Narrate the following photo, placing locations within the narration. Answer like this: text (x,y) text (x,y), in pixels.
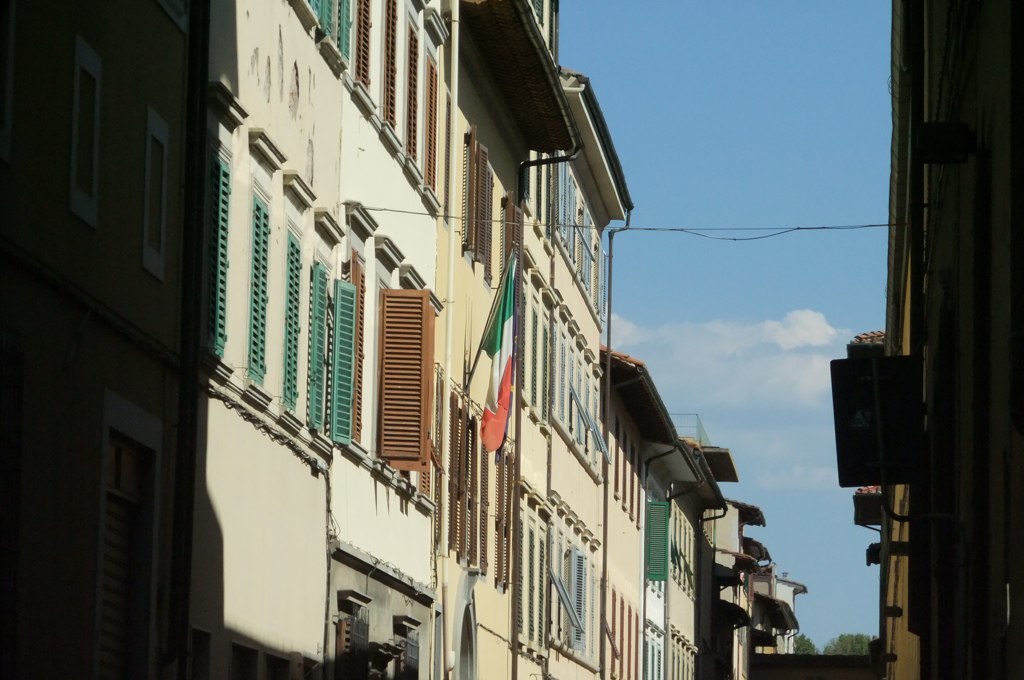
In this image we can see buildings (456,470) on both sides. On the buildings (378,439) there are windows (387,366). Also there is a flag (485,350) with a pole (477,361) on the building (453,364). In the background (665,279) there is sky (730,324) with clouds (740,336).
